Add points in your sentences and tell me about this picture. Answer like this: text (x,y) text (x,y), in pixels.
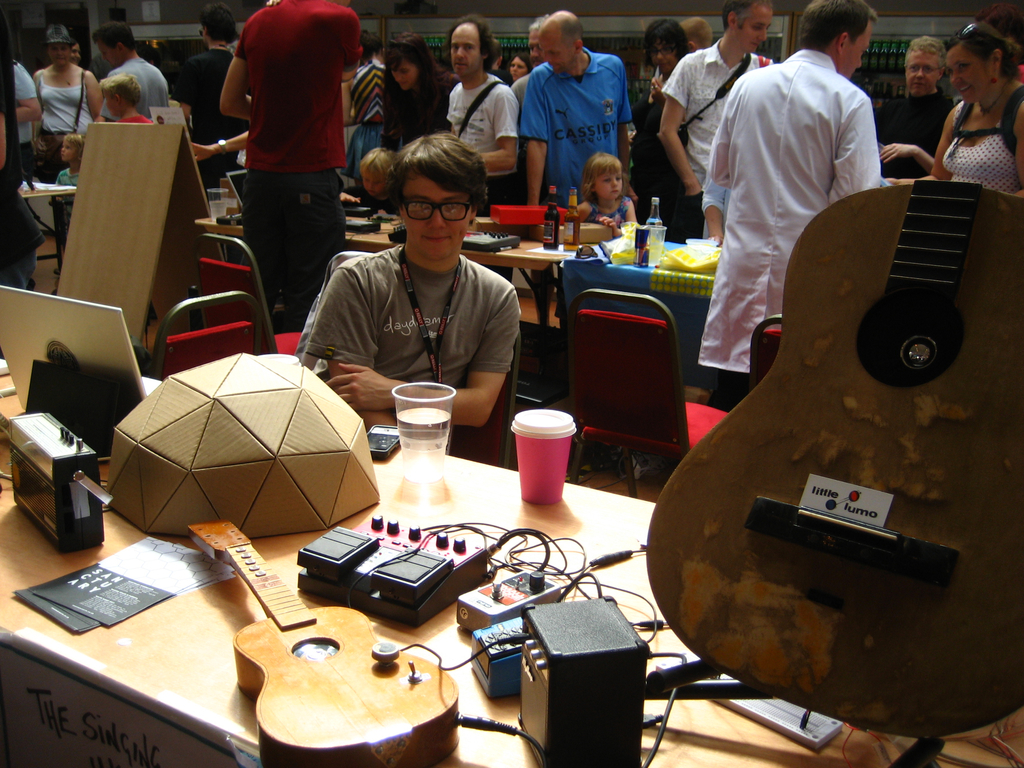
In the image we can see there are people (415,315) who are sitting and standing and there is guitar (908,473) in front (881,268) on the table (184,606). There is a glass (426,452), mobile phone (377,448).
